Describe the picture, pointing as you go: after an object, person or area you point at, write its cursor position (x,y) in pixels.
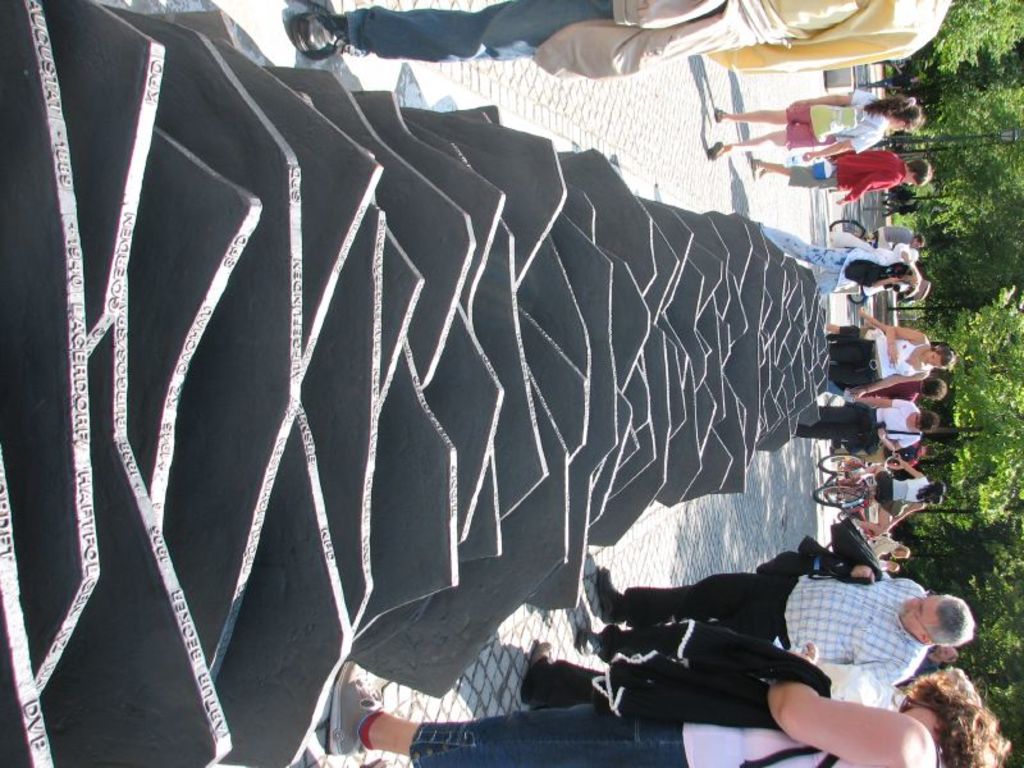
In this image, I can see groups of people (878,410) standing and few people (899,484) riding bicycles (866,495). I can see a structure (374,501) made with cement (767,312). On the right side of the image (981,432), there are trees (977,167) and a light pole (987,137).
